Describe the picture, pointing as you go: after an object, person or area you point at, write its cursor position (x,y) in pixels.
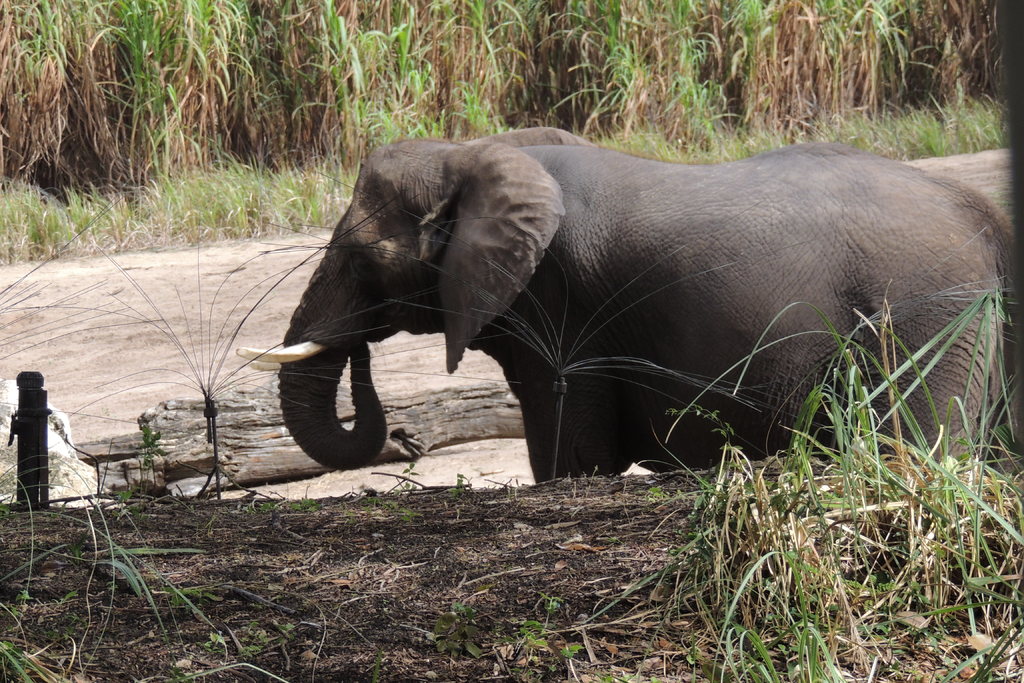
In this image, we can see an elephant (661,311). At the bottom (536,583), there is a ground (502,601) with grass (881,577) and few plants (452,623). Here we can see a sandy ground (178,320) and tree trunk (262,435). Top of the image (140,162), we can see so many plants (624,82) and grass (840,92).
